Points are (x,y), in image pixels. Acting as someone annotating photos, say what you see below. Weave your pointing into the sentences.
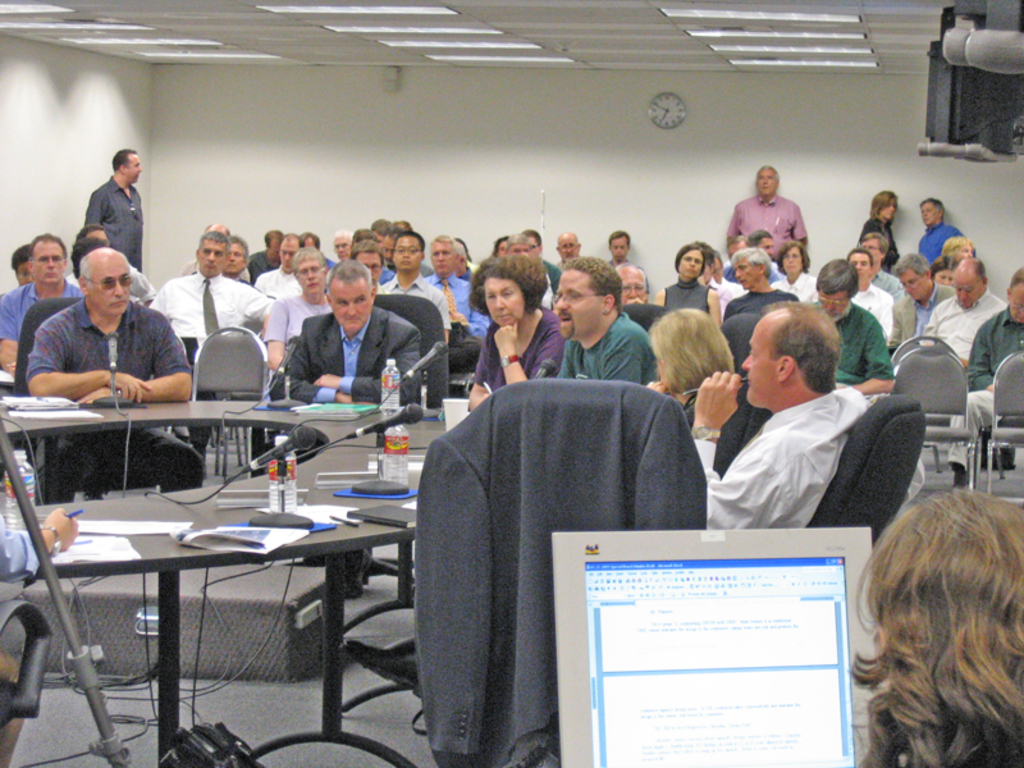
In this image there are group of people (828,434) sitting on chairs (728,426) and some standing, in front of them there is a table (284,554) where we can see there is a microphone (280,519) and some papers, beside that there is a person (941,597) operating a system (782,675), also there are so many lights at the roof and clock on the wall (967,205).
